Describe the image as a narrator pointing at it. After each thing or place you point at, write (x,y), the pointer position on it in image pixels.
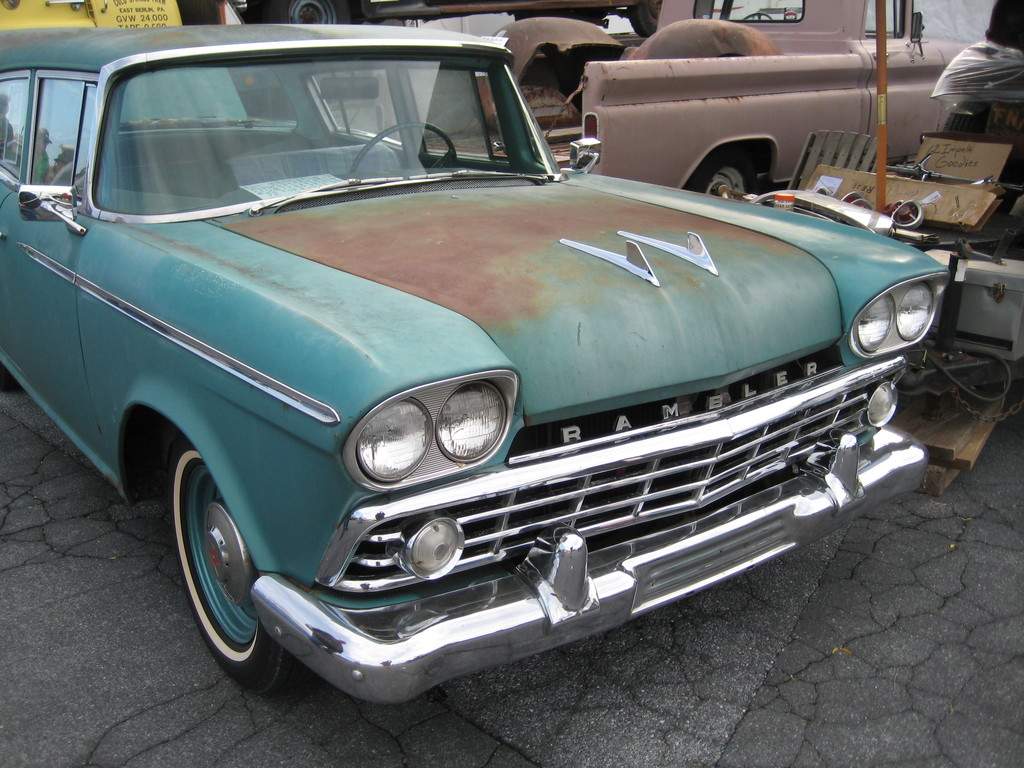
In this image we can see some cars (694,563) placed on the ground (627,639). We can also see a pole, some boards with text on it, a chair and a wall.
